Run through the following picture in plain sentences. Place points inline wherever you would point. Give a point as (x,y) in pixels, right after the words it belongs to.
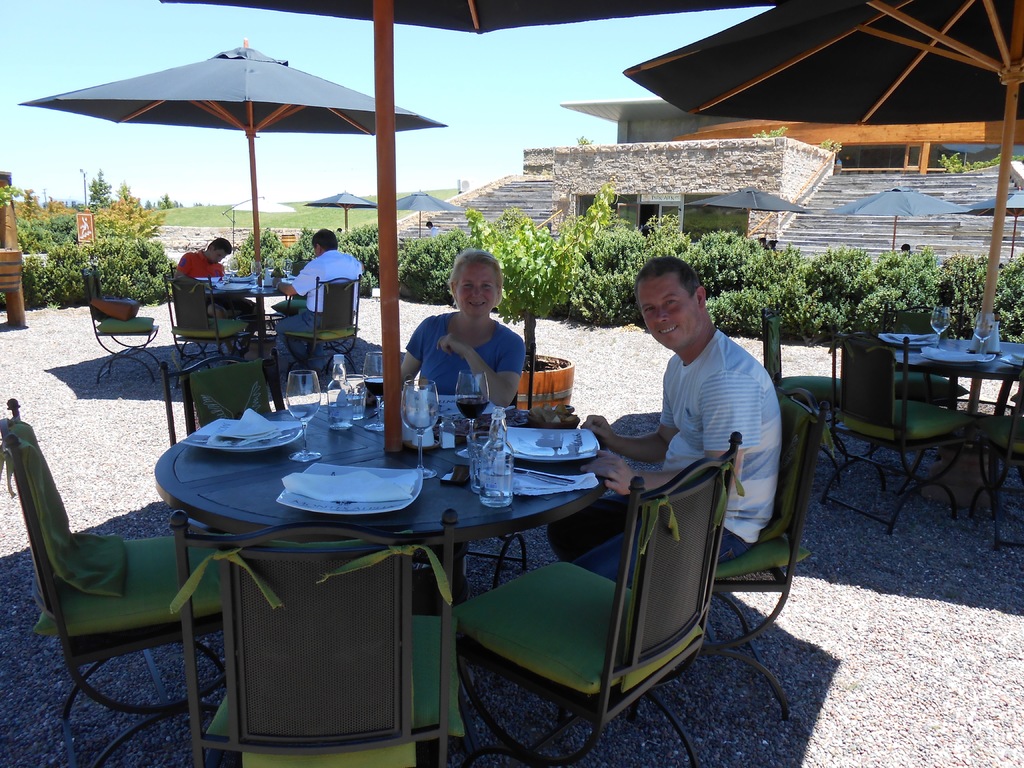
In the given image we can see four person (444,348) sitting on a chair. This is a chair (278,626), table (304,519), plate (354,505), tissue paper (360,488), wine glass (405,399) and a bottle (501,482). There are many plants (803,287) around and umbrella (245,76) and the sky (92,42) is in pale blue color.
